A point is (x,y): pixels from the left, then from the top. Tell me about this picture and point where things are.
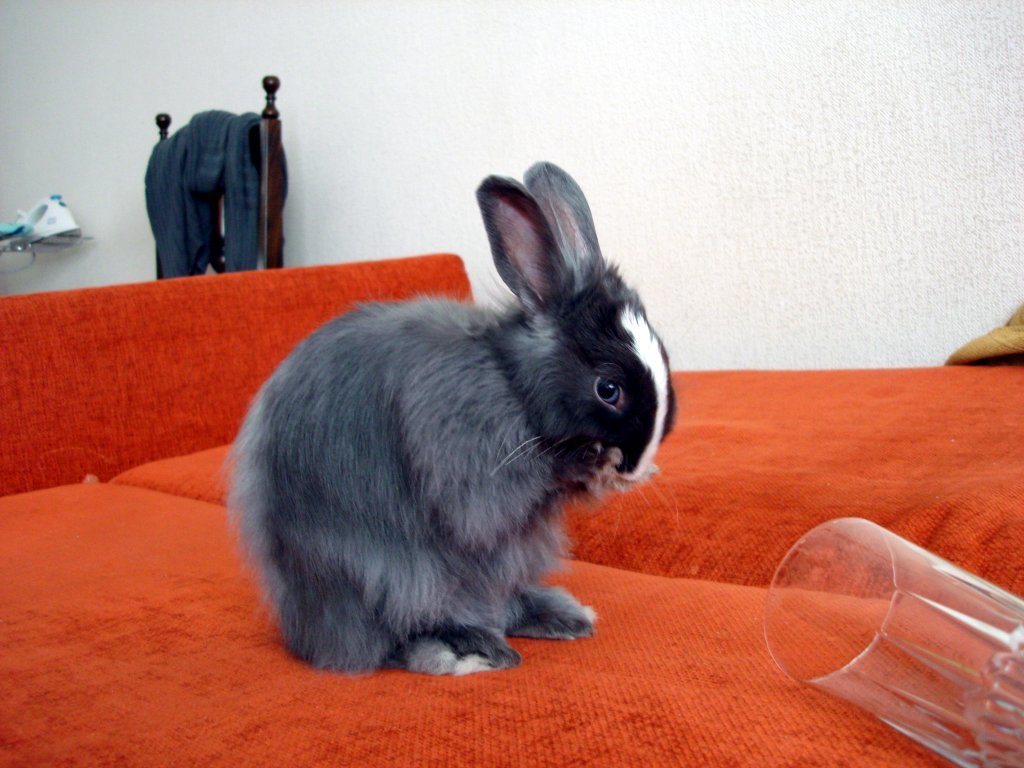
In the foreground of this image (646,409), there is a black rabbit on the red bed (446,724) like an object (682,594). On the right (918,632), there is a glass (905,645). In the background (278,163), there is a cloth (224,145) on a chair (273,175) and an object (60,211) on the left (60,211). At the top (606,29), there is the wall (758,28).
